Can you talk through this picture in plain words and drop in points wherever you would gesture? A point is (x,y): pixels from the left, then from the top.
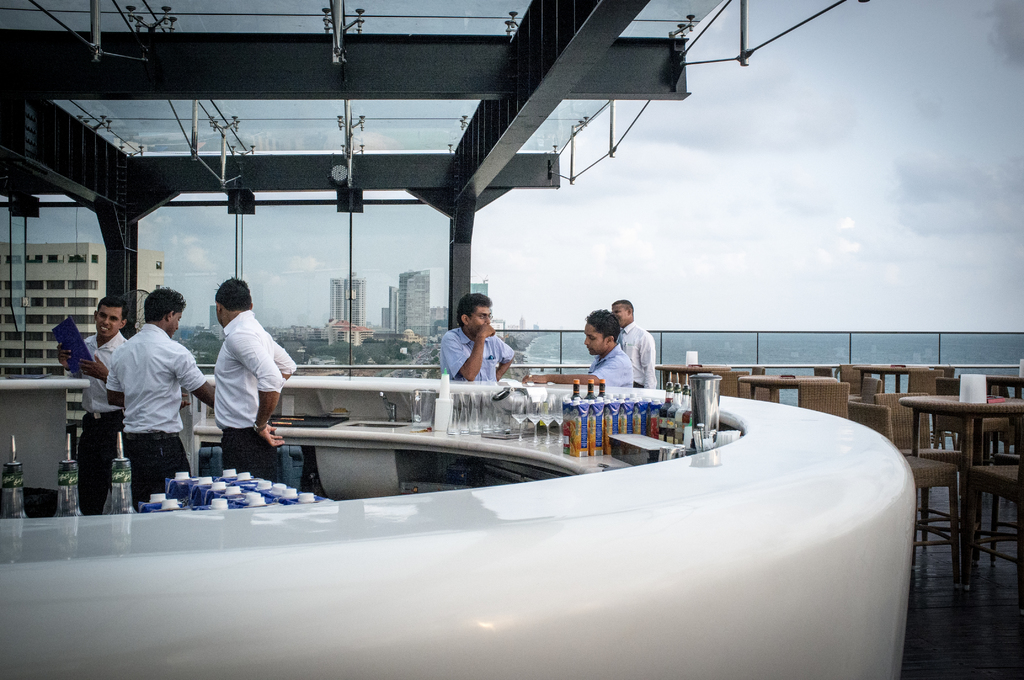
In this image, there are a few people (258,358). We can see the desk (53,679) with some objects (554,422). We can see some chairs (907,459) and tables (976,408) with objects (976,395). We can see the fence (543,351). We can see the shed (365,207). There are a few buildings (404,325) and trees (363,357). We can see the sky (750,187).
